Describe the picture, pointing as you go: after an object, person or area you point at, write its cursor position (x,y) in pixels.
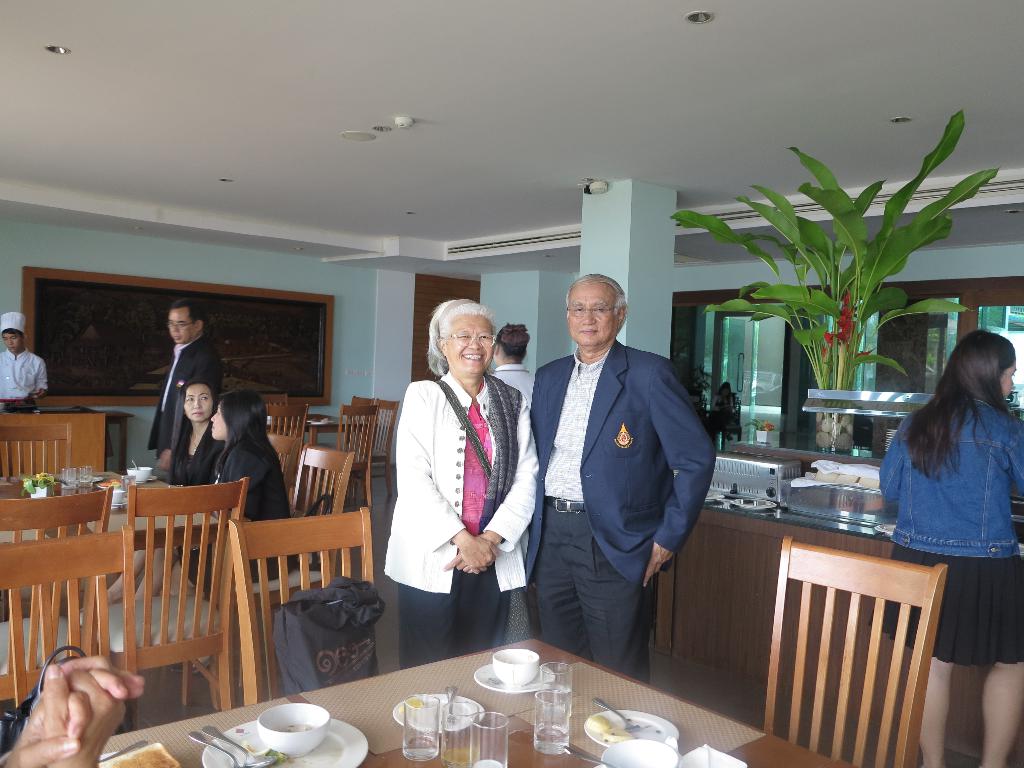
this picture shows few people (181,390) seated and few are standing and we see a plant (854,294) and we see few glasses (500,720) and plates (334,724) on the table (795,764).
